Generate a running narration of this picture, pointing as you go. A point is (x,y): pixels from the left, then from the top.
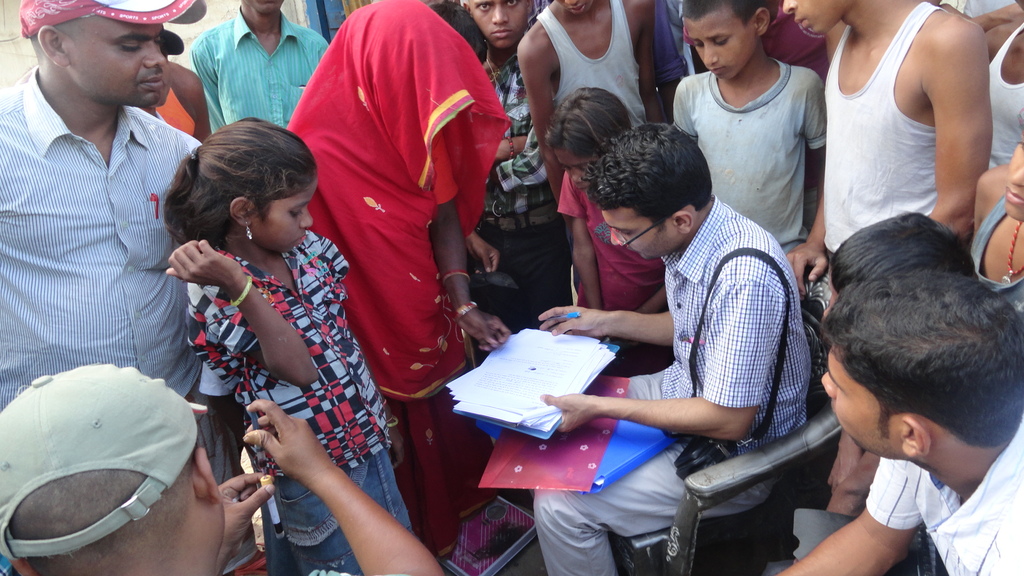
In the center of the picture (681,274) there is a man (724,419) sitting in chair (723,477), he is holding files (561,433), papers (559,374) and a pen (562,318). Around him there are people (905,226) standing. On the left (283,457) there is a person (273,448) filling ink (276,514).
